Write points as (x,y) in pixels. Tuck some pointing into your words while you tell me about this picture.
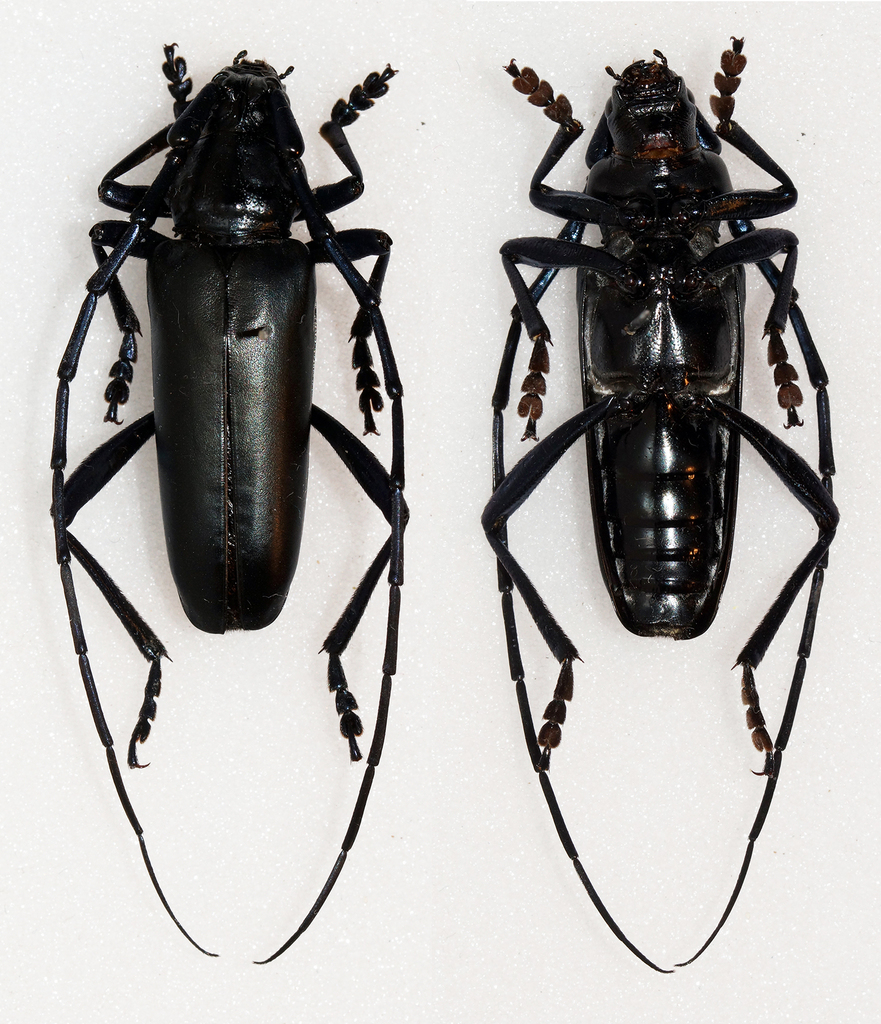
In this image I can see two beetles (226,322), they are in black color and I can see white color background (11,125).
